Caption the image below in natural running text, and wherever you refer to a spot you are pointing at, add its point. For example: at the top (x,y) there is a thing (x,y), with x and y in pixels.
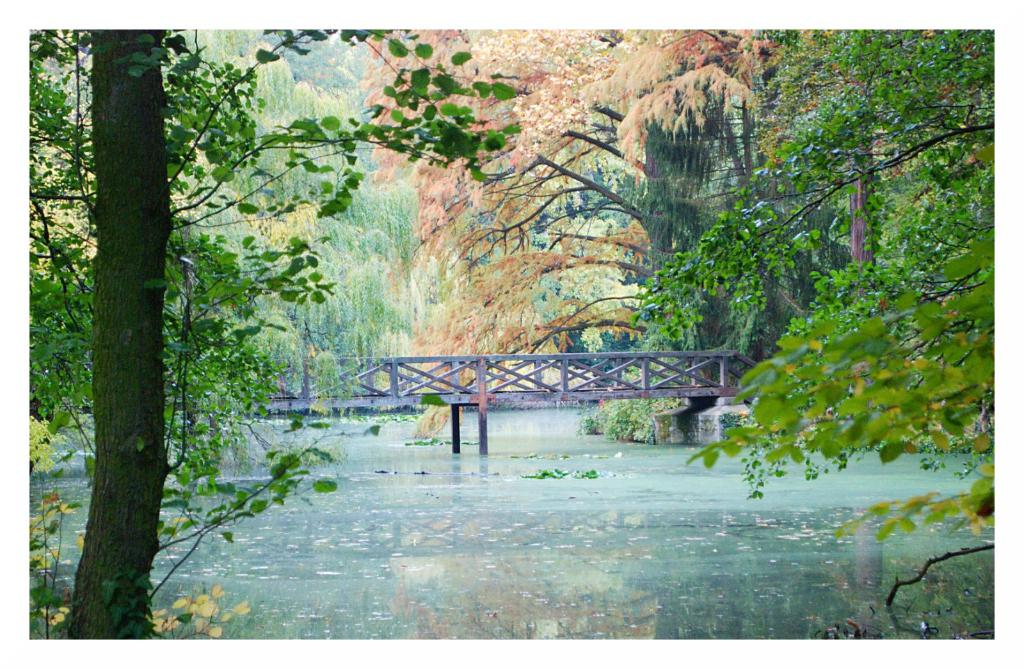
In this picture we can see a bridge (459,401) across the water (377,446) and behind the bridge (373,399) there are trees (612,164).
